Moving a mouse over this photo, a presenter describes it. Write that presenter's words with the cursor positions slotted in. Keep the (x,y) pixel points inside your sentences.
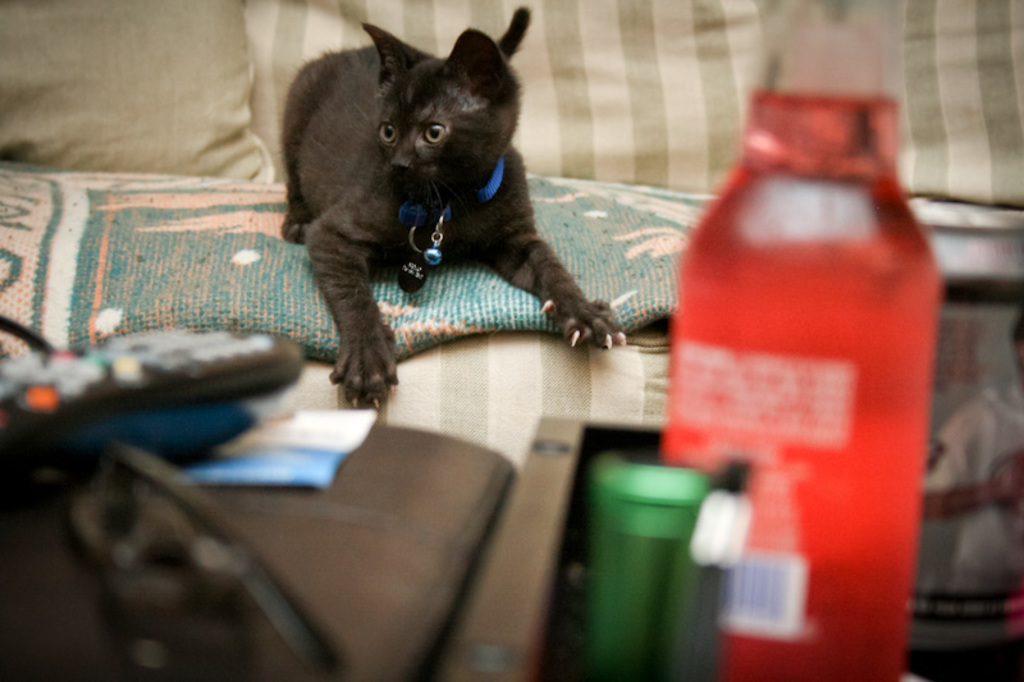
In this picture we can see a black cat (339,166), a bottle (714,265), and a remote (118,337). This cat (411,145) is sitting on a couch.
